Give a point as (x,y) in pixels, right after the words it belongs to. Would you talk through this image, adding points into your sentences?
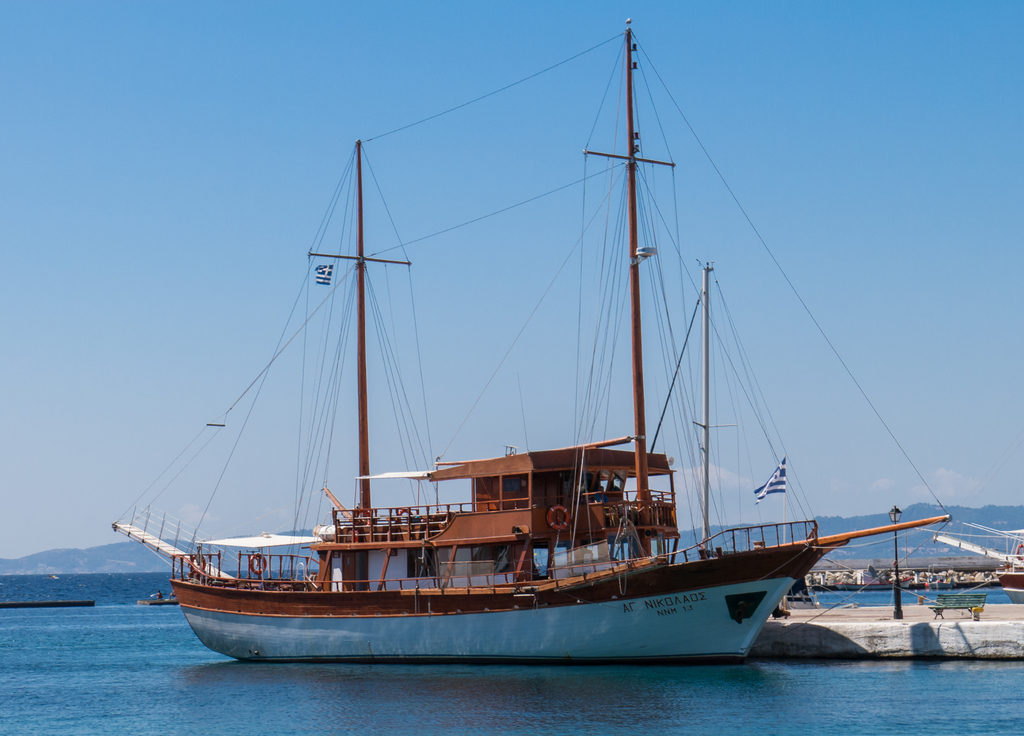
In this image, we can see ships (787,547) and at the bottom (421,695), there is water (717,708).
